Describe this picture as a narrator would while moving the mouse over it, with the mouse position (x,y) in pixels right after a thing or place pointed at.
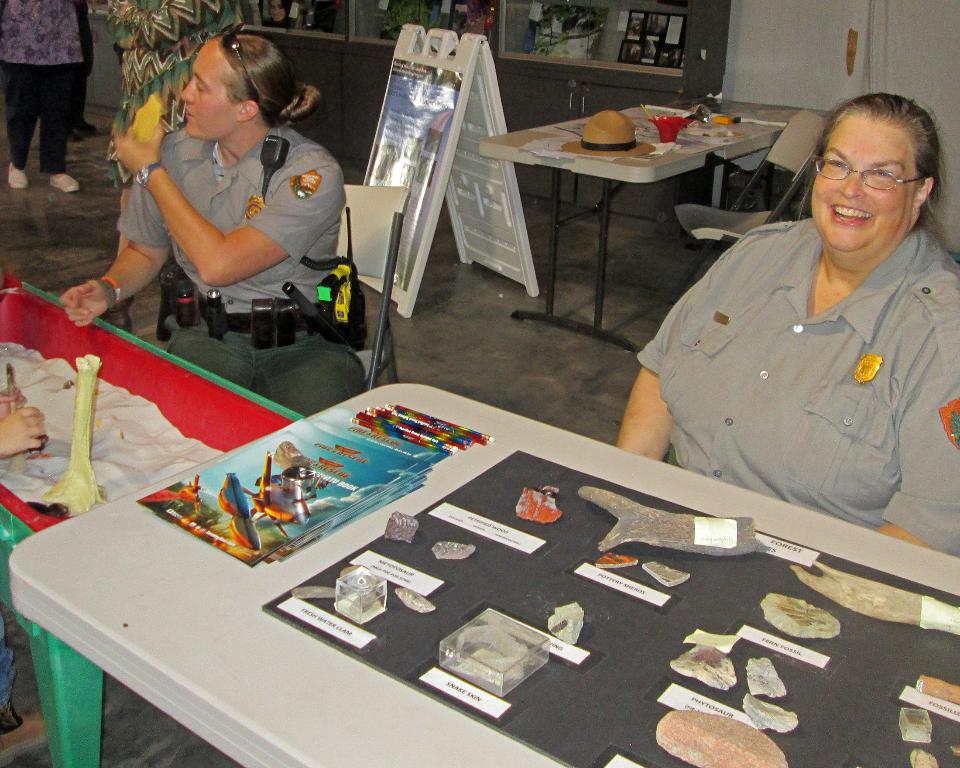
In this image there are two woman (720,310) sitting in chair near the table (529,419), and in table (654,557) there are some objects (485,621) in crystal type, name stickers (440,675), paper (372,503), pencil (461,444), cloth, and in back ground (507,142) there are hoarding (497,170), table (507,142), chair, hat (647,149), torch light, cupboard (585,27), frame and another person (68,181) standing.
